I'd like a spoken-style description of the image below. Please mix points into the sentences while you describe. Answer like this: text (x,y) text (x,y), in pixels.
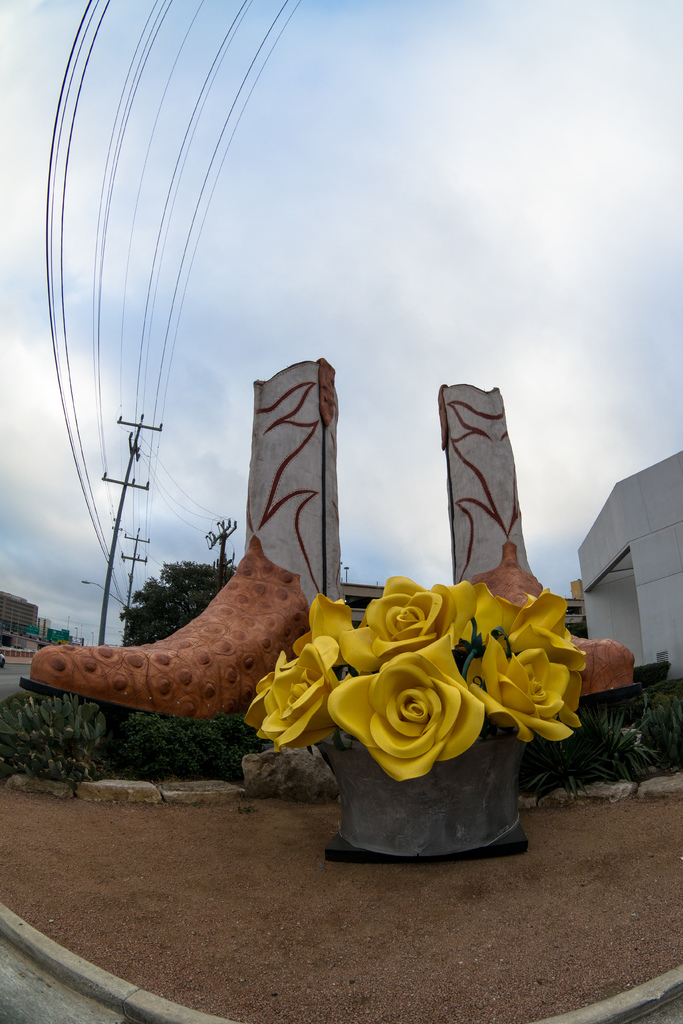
In this picture we can see statues (401,612) of flowers (490,600) and footwear (492,584) on the platform (330,805). We can see plants (202,746), rocks (178,796), tree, current poles (157,428), wall (682,670) and wires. In the background of the image (96,618) we can see buildings (42,622), road (20,670) and sky (474,271) with clouds (510,240).
